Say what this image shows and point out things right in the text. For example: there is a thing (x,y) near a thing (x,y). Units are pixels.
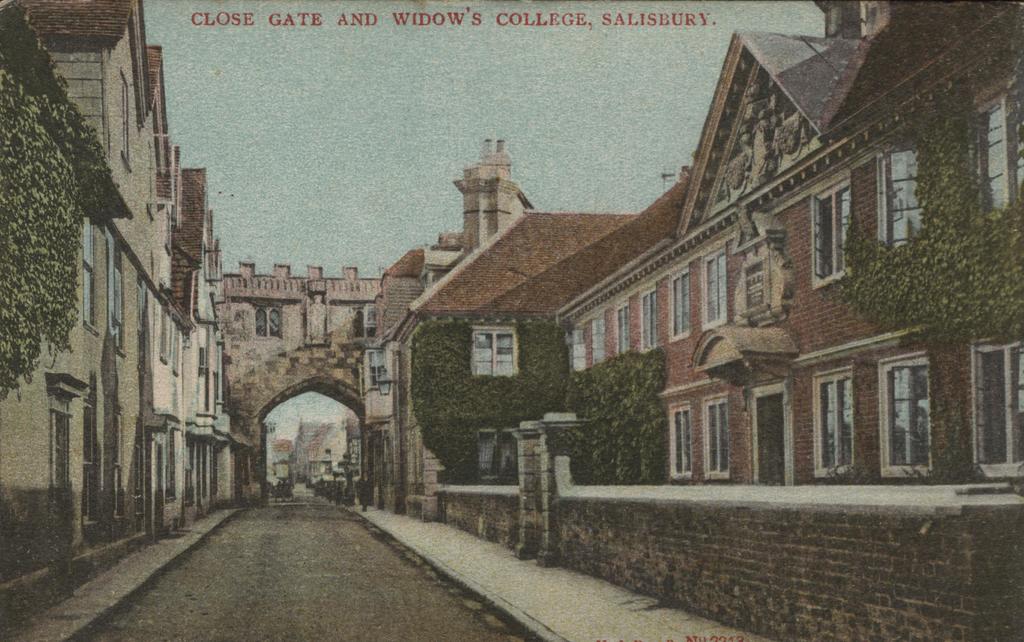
In this picture we can see buildings (953,441) with windows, plants (28,212), arch (281,381), road (221,525) and in the background (320,103) we can see the sky (364,108).
